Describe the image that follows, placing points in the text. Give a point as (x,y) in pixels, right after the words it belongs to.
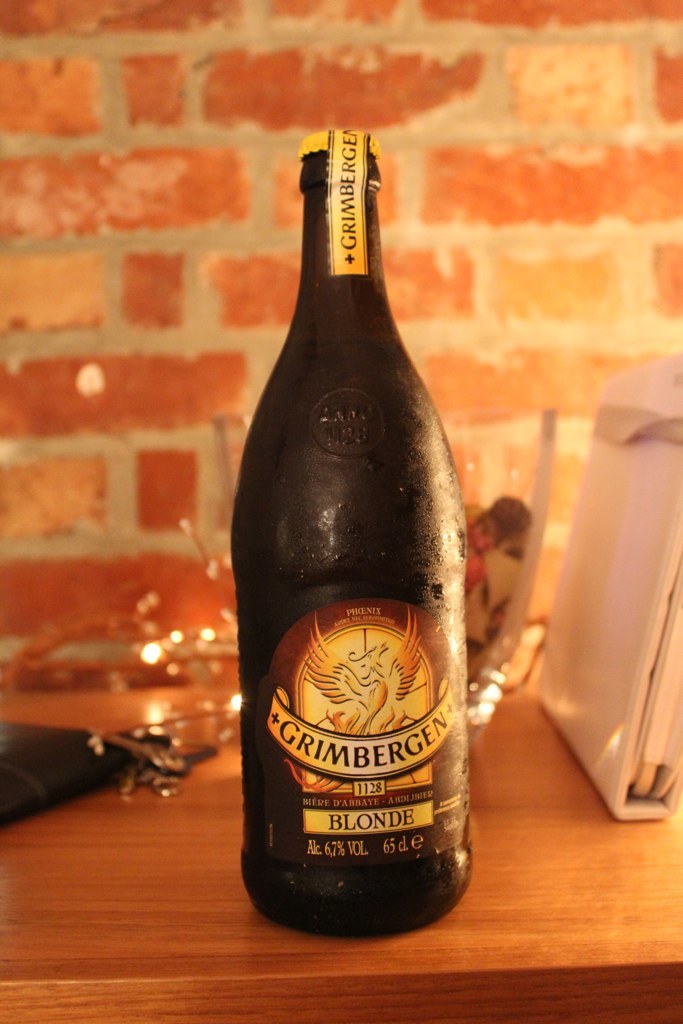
We can see bottle (412,545), glasses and objects (49,750) on the table (234,714). In the background (432,118) we can see wall (618,304).
